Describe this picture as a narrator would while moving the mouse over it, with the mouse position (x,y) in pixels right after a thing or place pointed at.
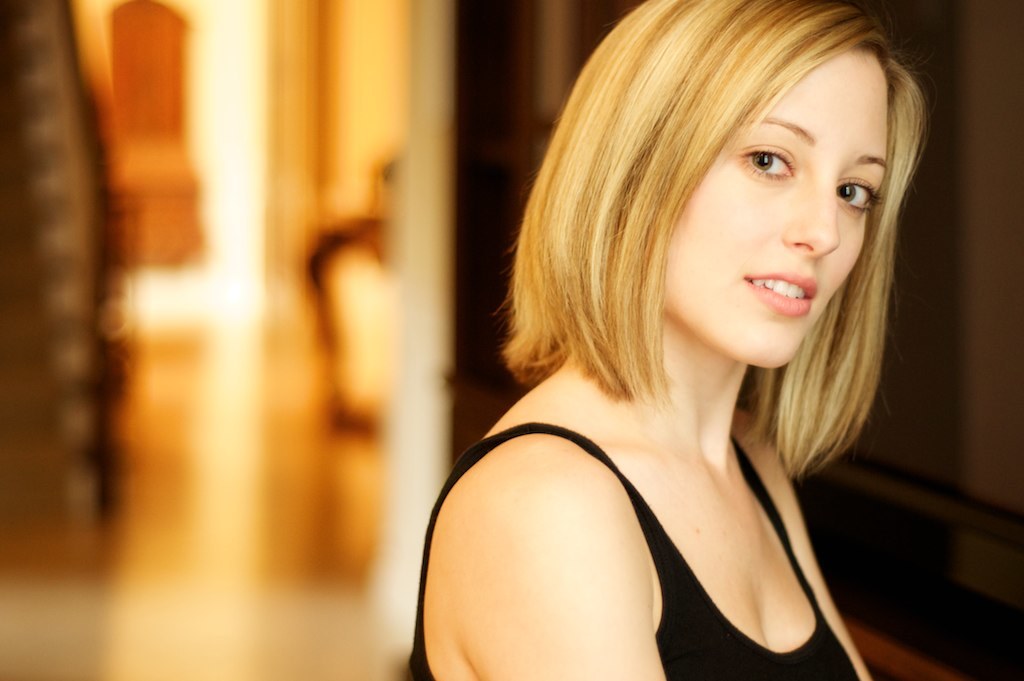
On the right side of the image (779,369) there is a person (736,312) and the background of the image (174,570) is blur.
